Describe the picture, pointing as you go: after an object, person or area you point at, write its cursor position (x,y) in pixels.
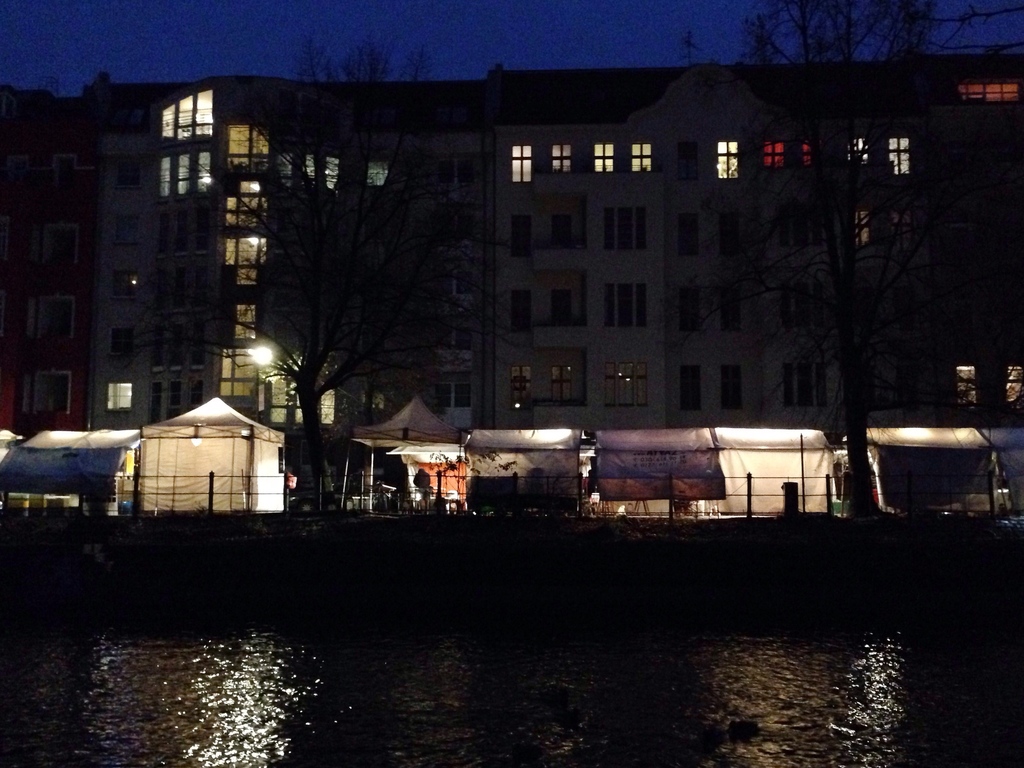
This image consists of a building (505,314). There are tents (42,440) in the middle (527,449). There is water (598,699) at the bottom (697,724). There is sky (622,58) at the top (117,43).
